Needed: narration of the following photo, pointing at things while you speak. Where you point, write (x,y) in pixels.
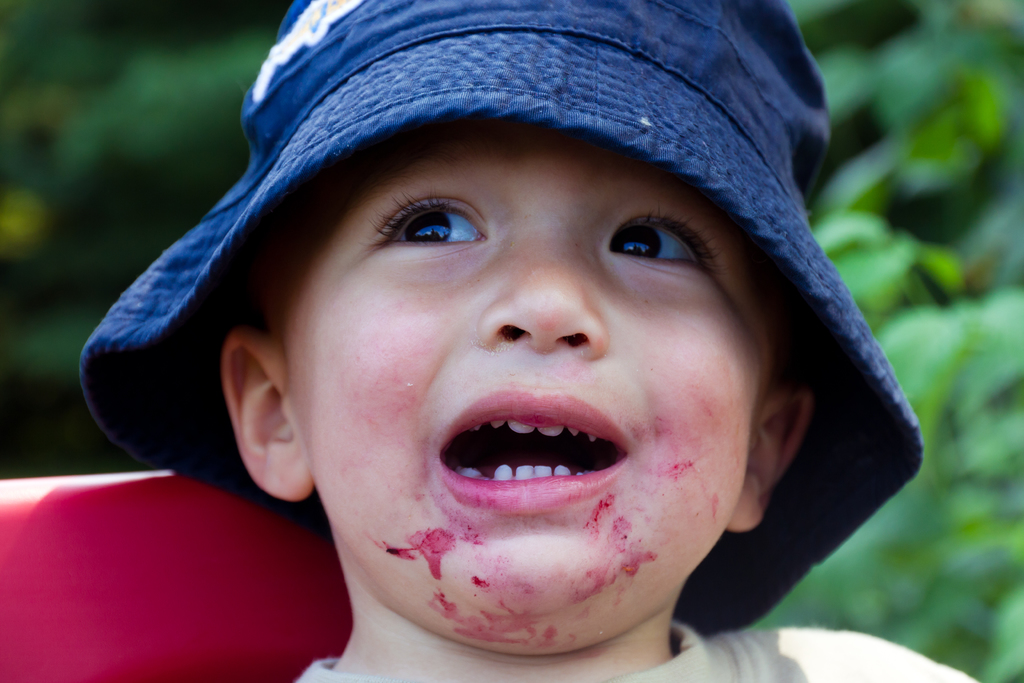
In this image, I can see a boy (402,396) with a hat (755,206). The background (965,194) looks green in color, which is blurred. It looks like an object (188,552).
